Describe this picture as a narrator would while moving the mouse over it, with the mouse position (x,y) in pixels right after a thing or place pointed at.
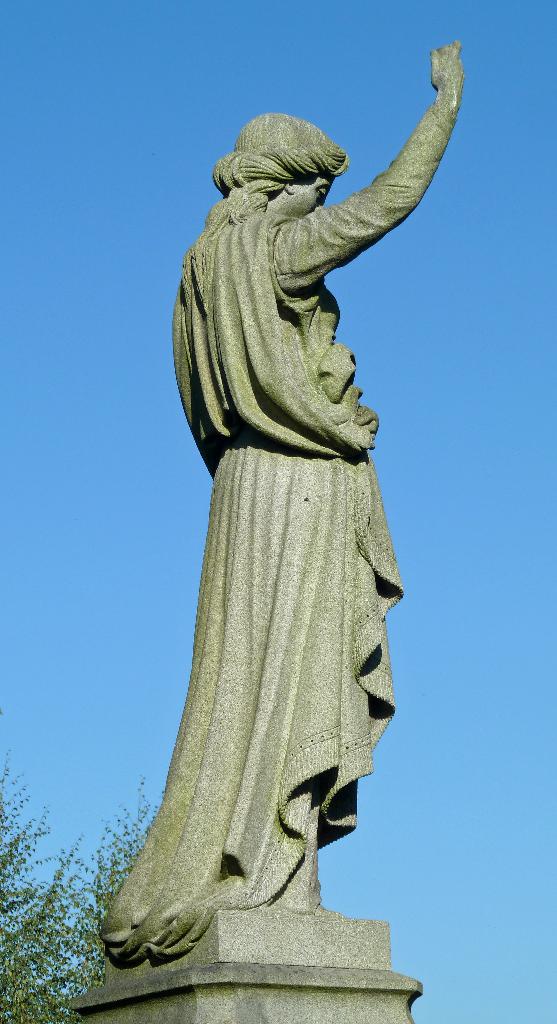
In this picture I can see the statue (333,642) of the person (311,670). In the bottom left corner (89,899) I can see the tree (66,934). In the back (480,336) I can see the sky (380,316).
